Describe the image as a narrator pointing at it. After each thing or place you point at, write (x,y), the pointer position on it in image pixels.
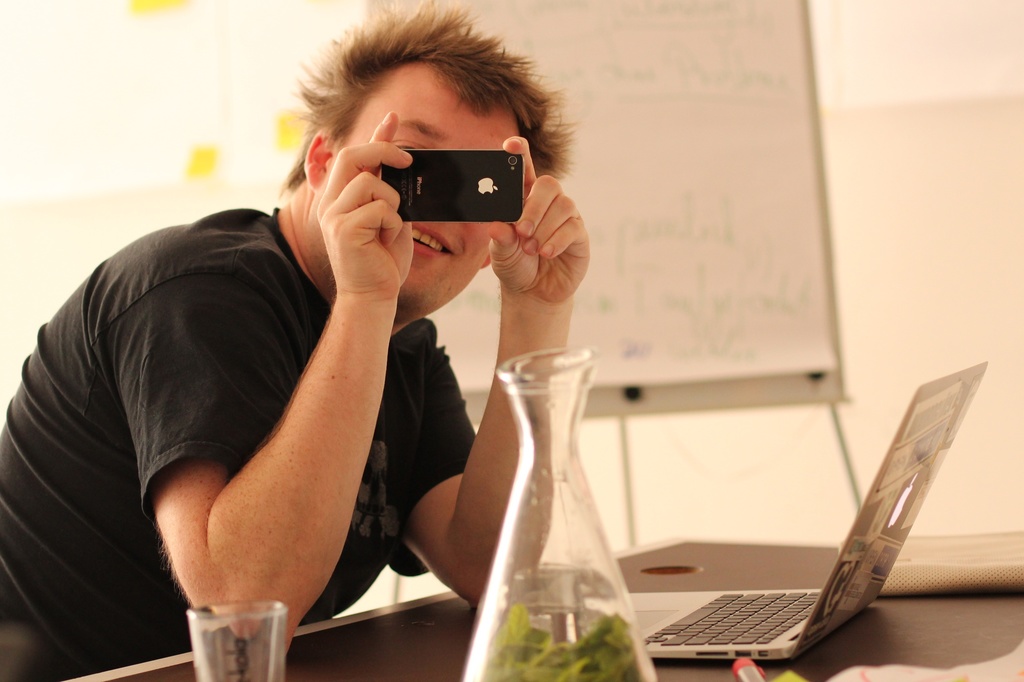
In this image the person (242,385) is leaning on the table (401,618) and is clicking the photo with a phone (463,183) holding in his hand (398,243) having a smile (426,234) on his face (413,235). In front of this man (442,480) there is a laptop (746,614) on the table (919,637) and flower vase (547,593) and a glass (218,645). In the background (687,166) there is white colour board (685,199) and white colour wall (193,130).
